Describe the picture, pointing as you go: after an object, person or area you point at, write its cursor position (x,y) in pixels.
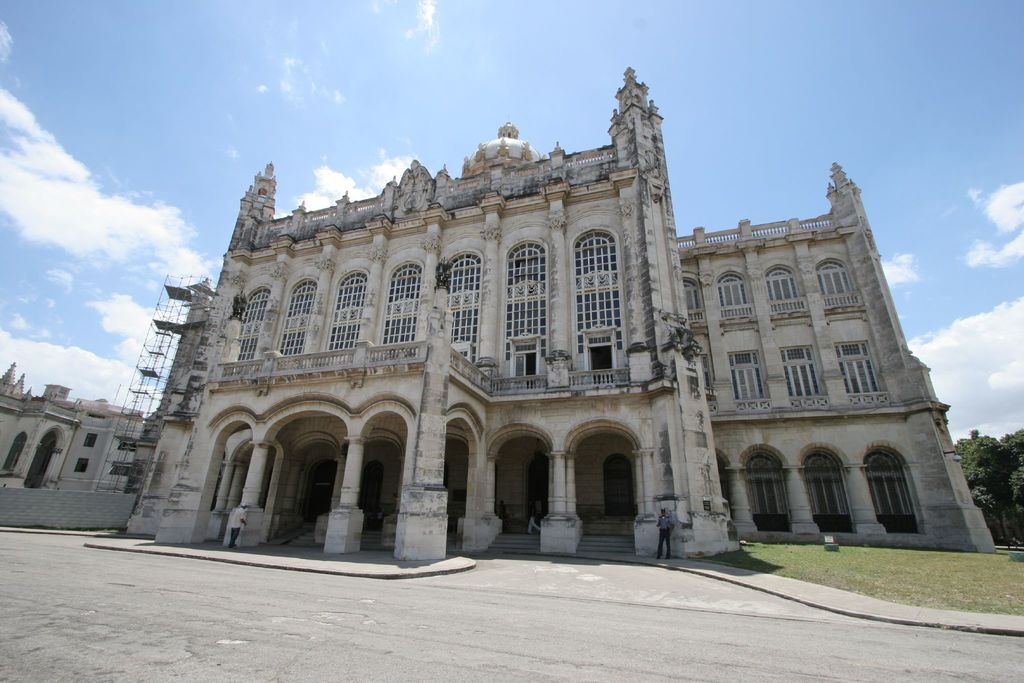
In this picture we can see a building (554,179). There are few arches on this building (402,382). Some grass (789,569) is visible on the ground (717,588). There are two people (659,521) on the path (356,563). We can see some trees (983,457) on the right side (1001,463).
